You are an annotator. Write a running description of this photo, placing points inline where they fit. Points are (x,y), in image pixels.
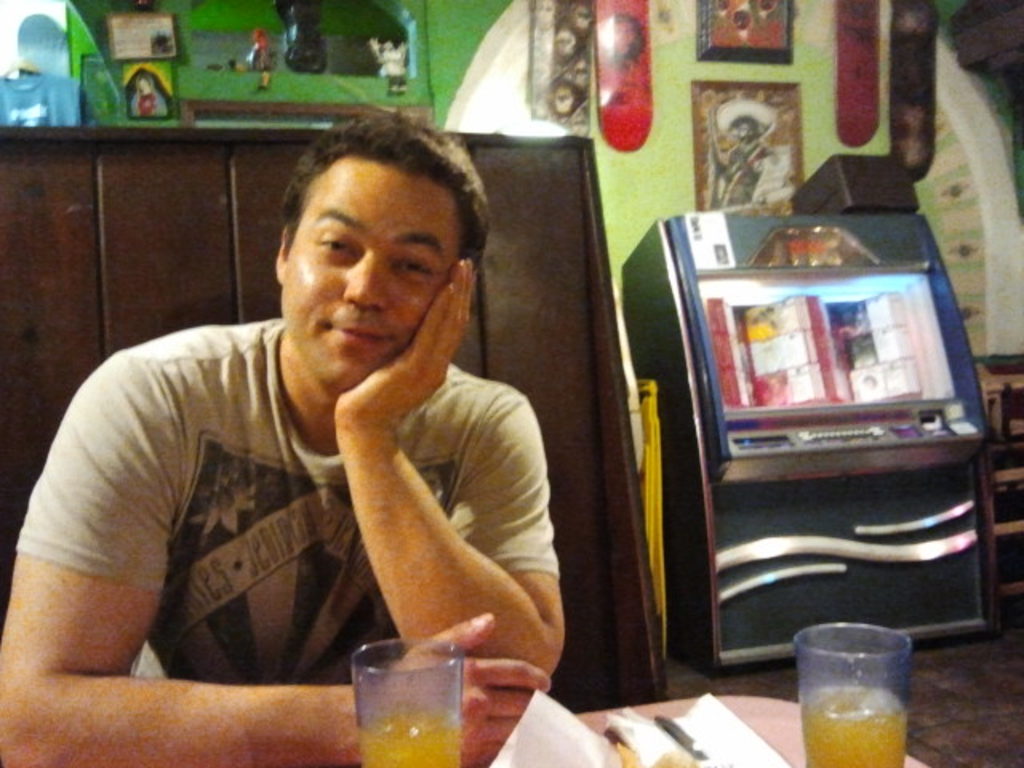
In this image we can see a person (326,651) sitting in front of a table (698,726). On the right side of the image (923,575) we can see a machine (929,442) placed on the ground (966,667). In the background (552,83), we can see some skateboards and photo frames (702,107) on the wall (813,76).
